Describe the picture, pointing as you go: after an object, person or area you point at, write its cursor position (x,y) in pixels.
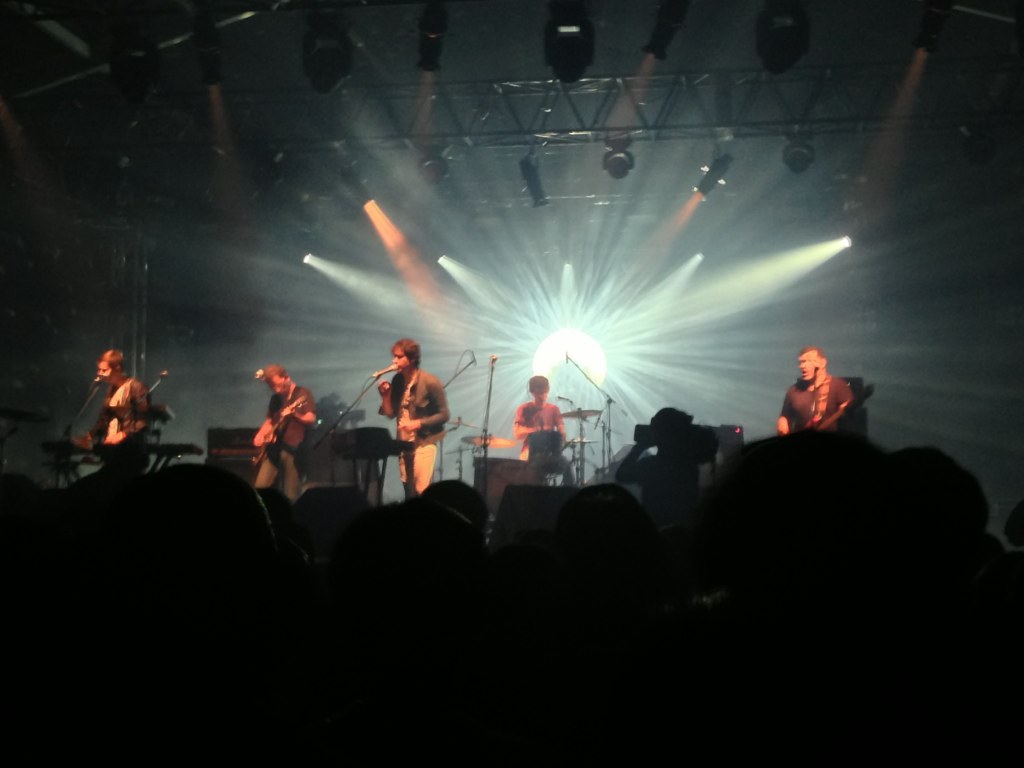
In the center of the image (469,390) there are people (427,381) performing a concert. At the bottom of the image (467,594) there are people (569,664). In the background of the image (514,262) there are lights (478,336).
